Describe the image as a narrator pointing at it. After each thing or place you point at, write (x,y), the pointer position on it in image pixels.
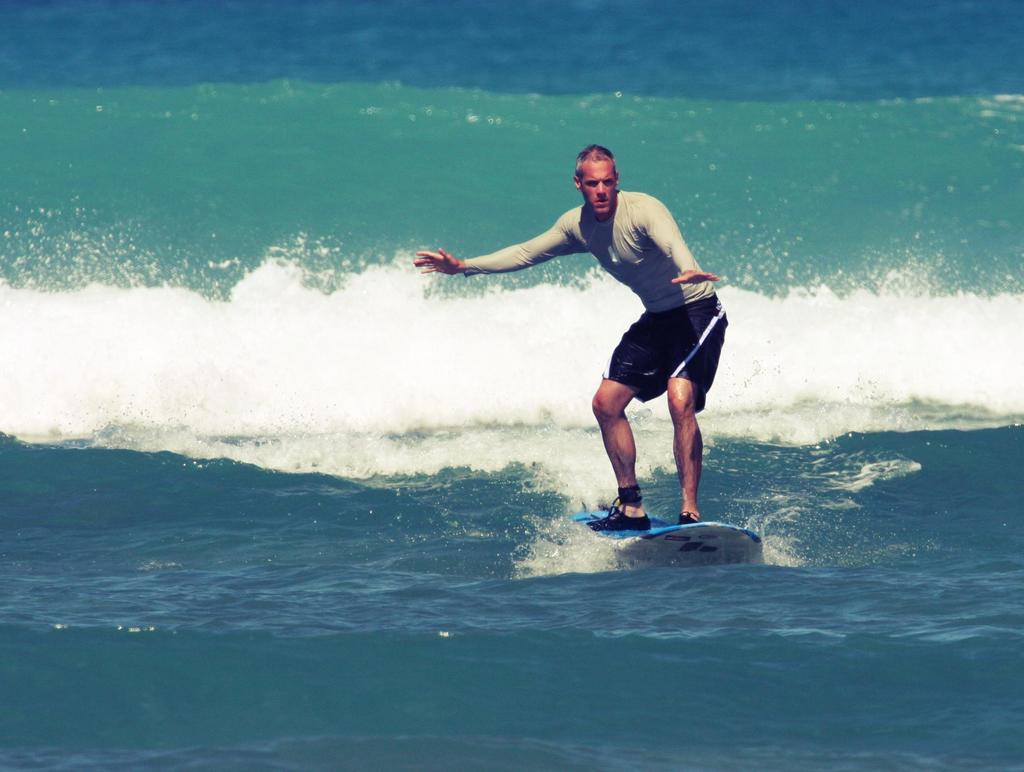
In this image i can a man (709,281) on the surfboard (705,524). At the background (785,241) i can the waves (802,195) floating.
